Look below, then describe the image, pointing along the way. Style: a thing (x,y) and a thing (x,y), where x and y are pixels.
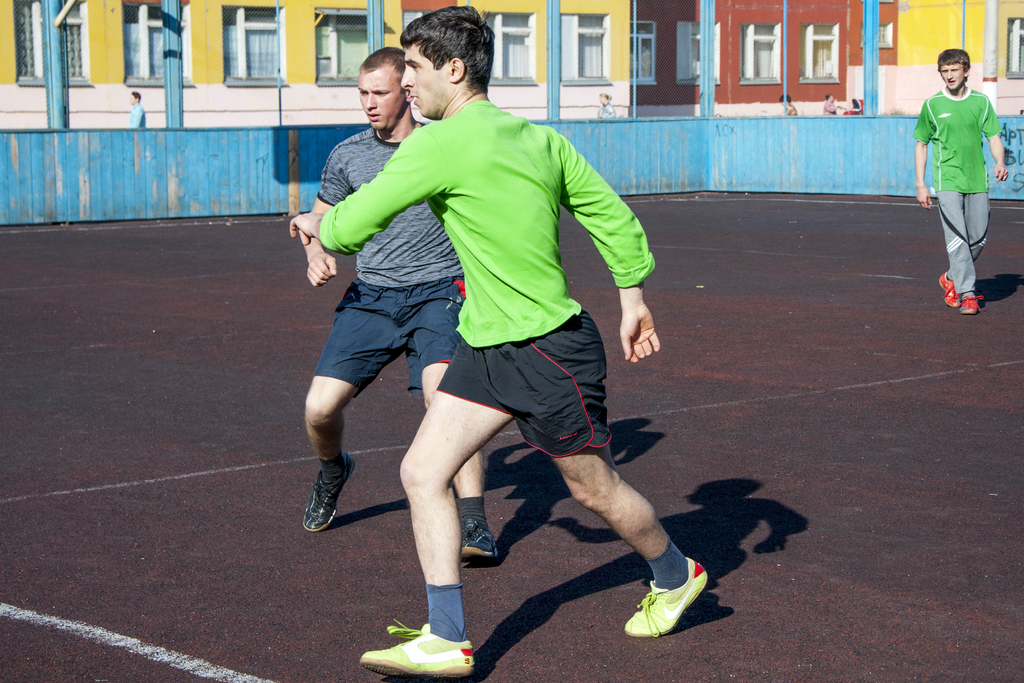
In this image people (563,176) are playing on the ground (698,324). At the back side (736,55) there are buildings (197,63).
